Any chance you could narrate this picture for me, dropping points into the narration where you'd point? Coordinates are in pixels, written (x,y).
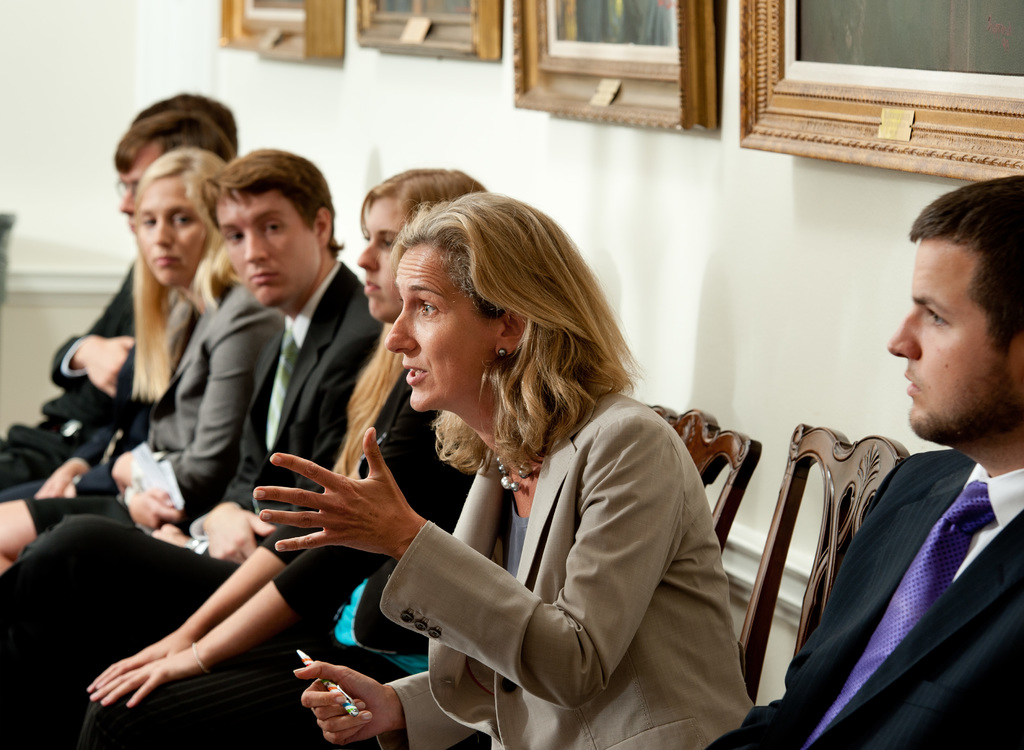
In this picture we can see a group of people (295,548) sitting on chairs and a woman (511,572) is holding a pen (332,687) and explaining something. Behind the people (487,424) there is a wall (612,151) with photo frames (618,120).
